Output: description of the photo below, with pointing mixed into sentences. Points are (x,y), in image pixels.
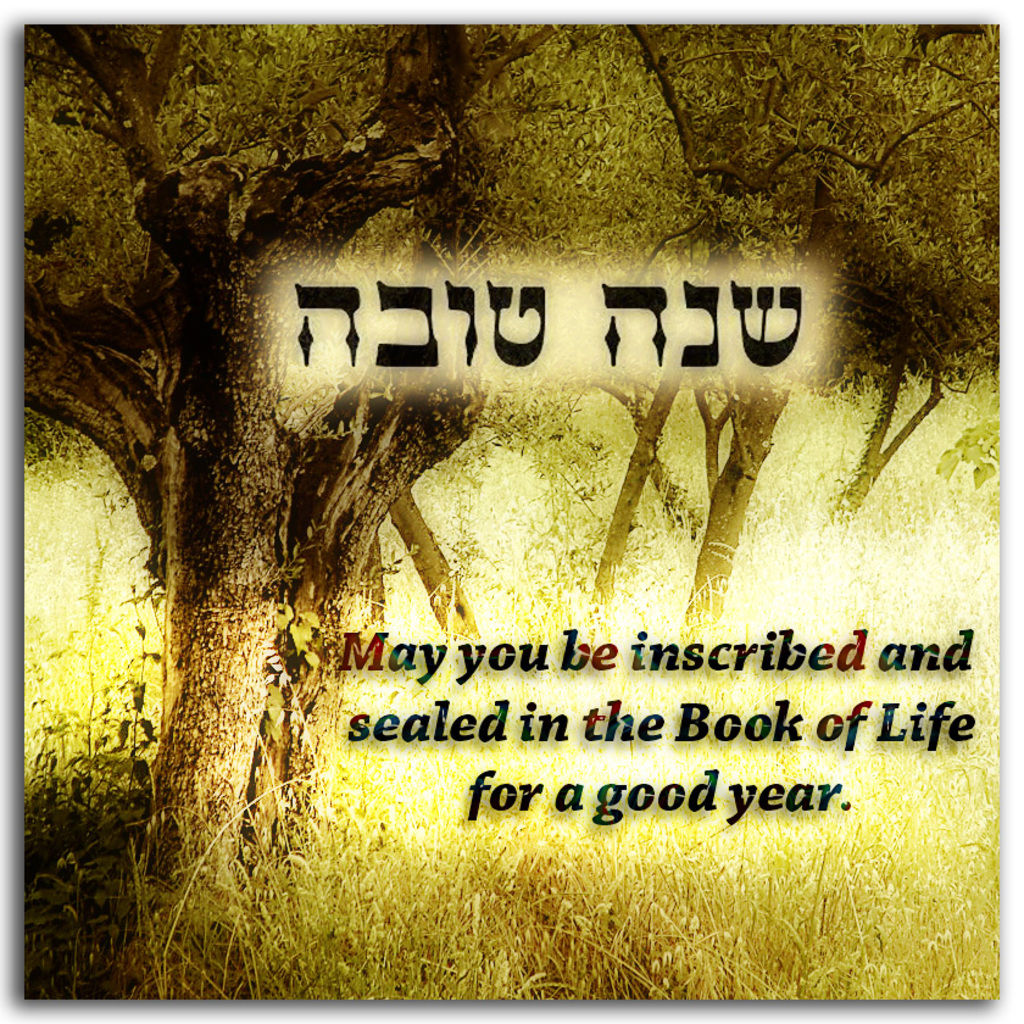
In this picture we can see trees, plants (456,875). We can see there is something written in the black letters (761,729).
